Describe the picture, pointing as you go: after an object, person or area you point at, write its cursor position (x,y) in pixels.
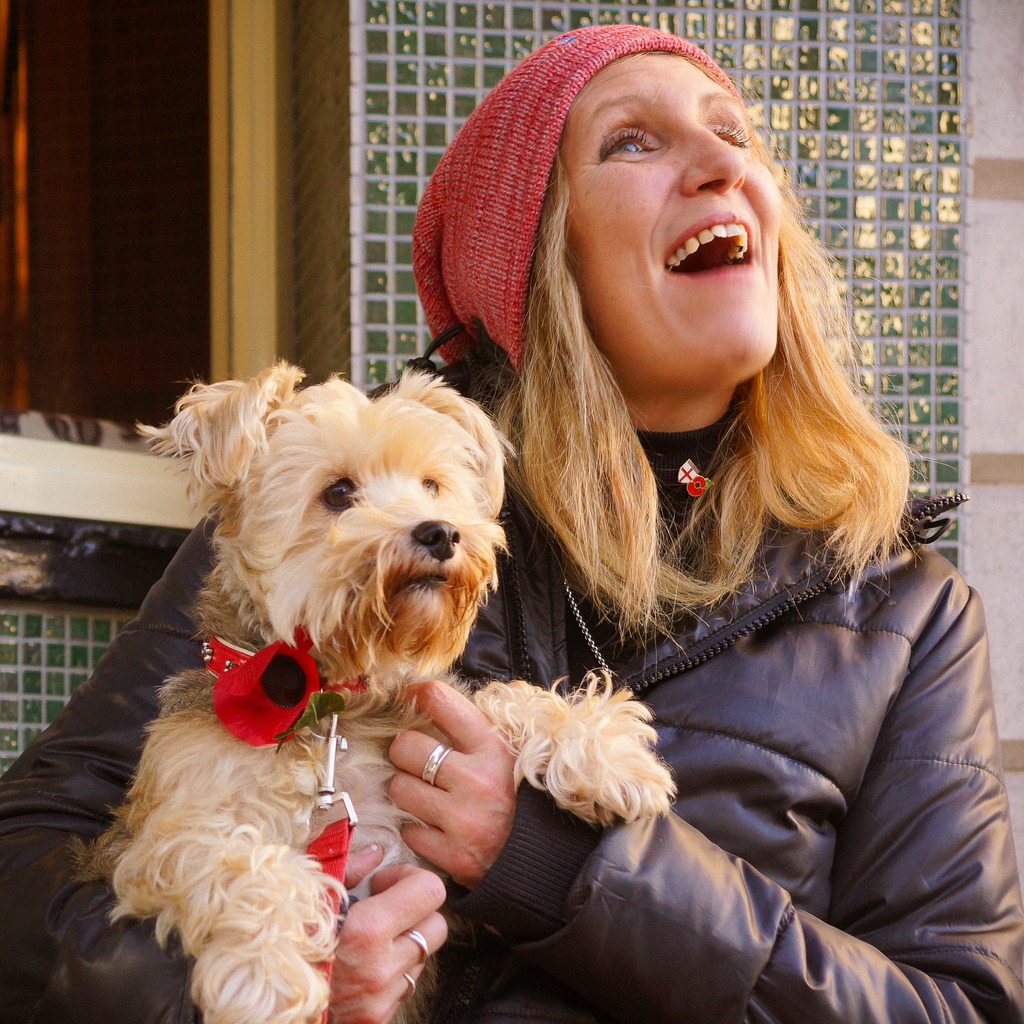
In this picture there is a woman (796,737) in black leather coat (689,826). The woman (631,660) is holding a dog (265,781). To her both hands (405,902) there is a silver rings (426,768) and the woman (508,510) is wearing a red hat (481,187). Background of them there is a wall (428,117).
